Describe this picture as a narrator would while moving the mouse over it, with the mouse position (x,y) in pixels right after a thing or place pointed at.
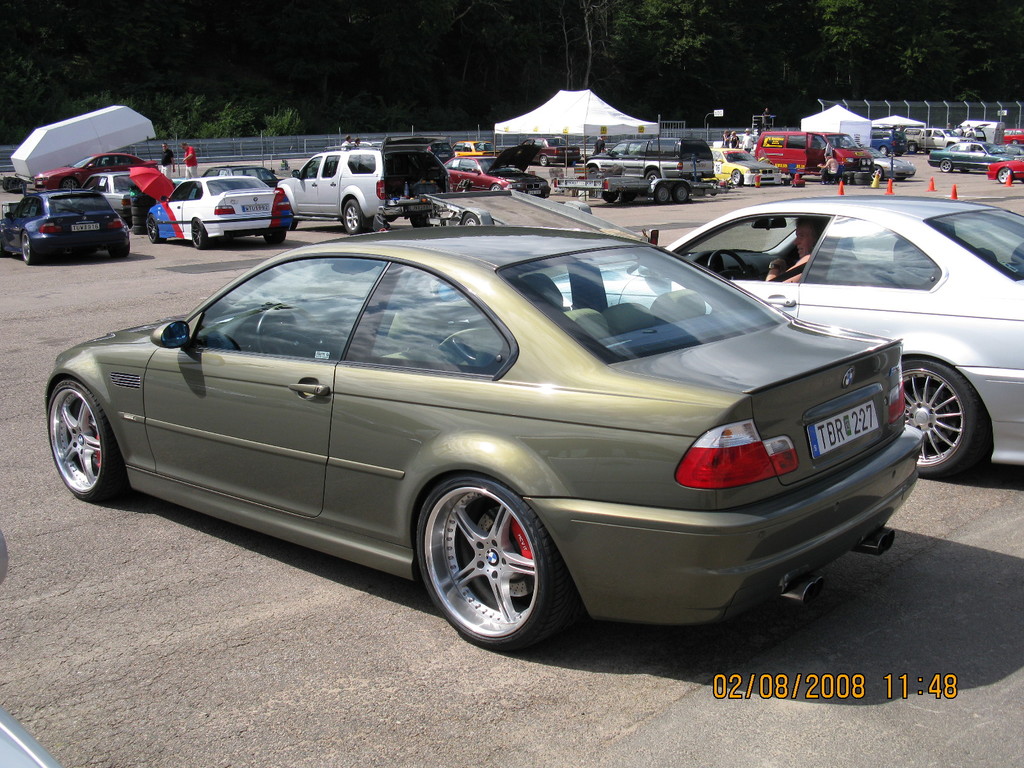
In the image there are cars (722,335) on the road (847,736) which are parked and there are white tents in between. At the back (212,137) there are lot of trees (577,57) on the image we can see there is a date and time. The date (906,692) is "02/08/2008 11:48" timing.
